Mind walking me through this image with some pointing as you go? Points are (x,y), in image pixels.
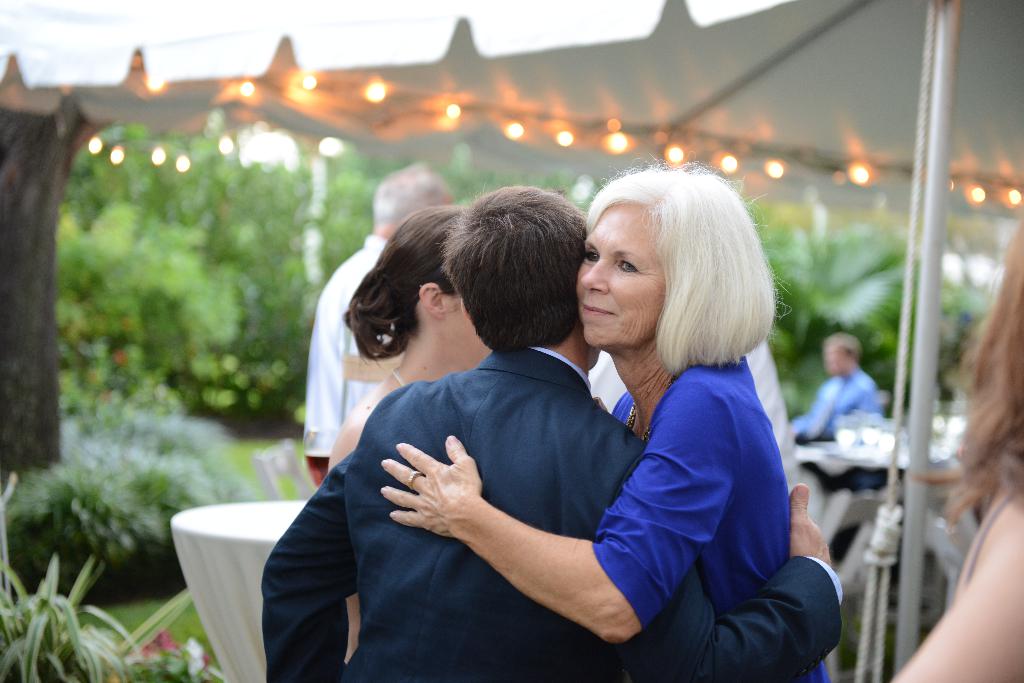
In this image we can see some people (489,229), lights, plants (303,278), tables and stands (935,342).
